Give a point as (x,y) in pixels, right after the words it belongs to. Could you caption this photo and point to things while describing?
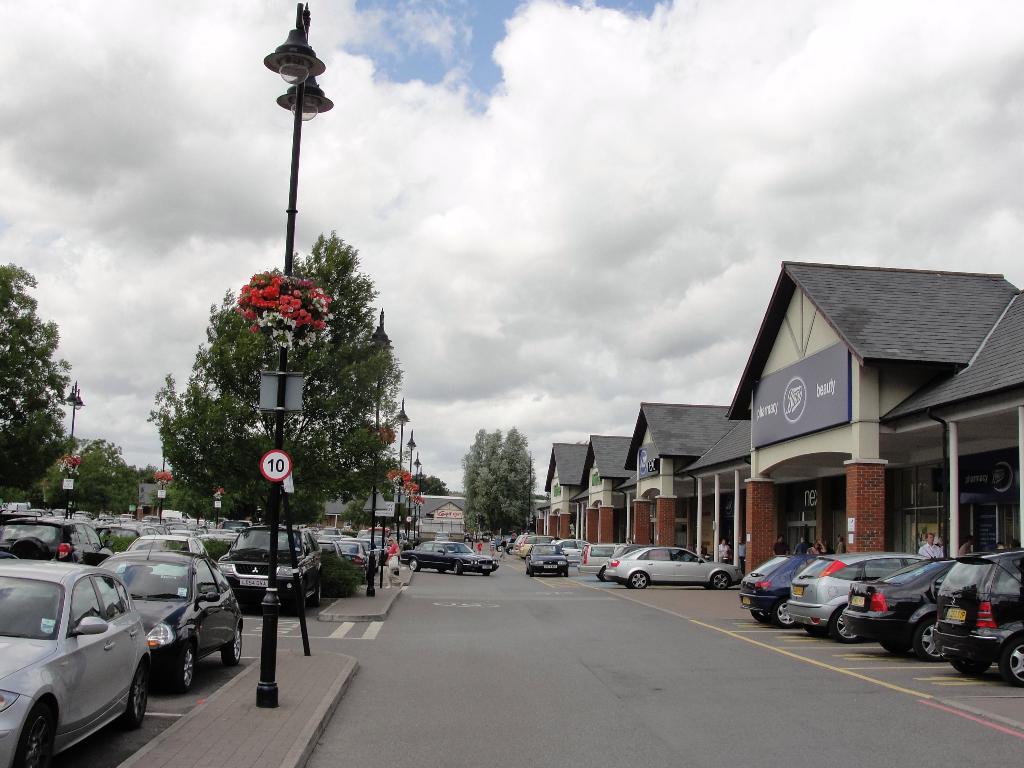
In the picture I can see these vehicles (824,589) are parked on the road (398,596), I can see light poles (278,469), boards (369,503), trees (325,294), houses (929,443) and the sky (552,295) with clouds (186,60) in the background (594,289).
